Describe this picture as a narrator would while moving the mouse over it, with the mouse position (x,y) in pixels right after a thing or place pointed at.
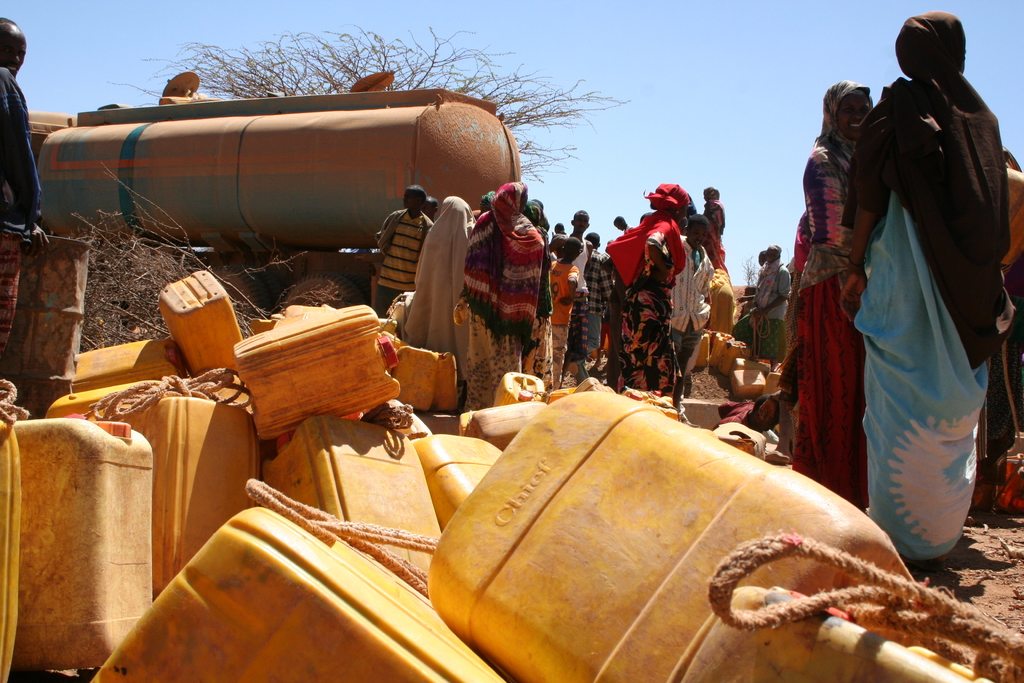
In the foreground of the pictures there are plastic containers (158,475), drums (64,295), women (831,315), soil (978,569) and a man (8,119). In the center of the picture (613,250) there are women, plastic containers (744,361), a big iron container (183,176), trees (147,270) and other objects (142,251). Sky (634,108) is sunny.
